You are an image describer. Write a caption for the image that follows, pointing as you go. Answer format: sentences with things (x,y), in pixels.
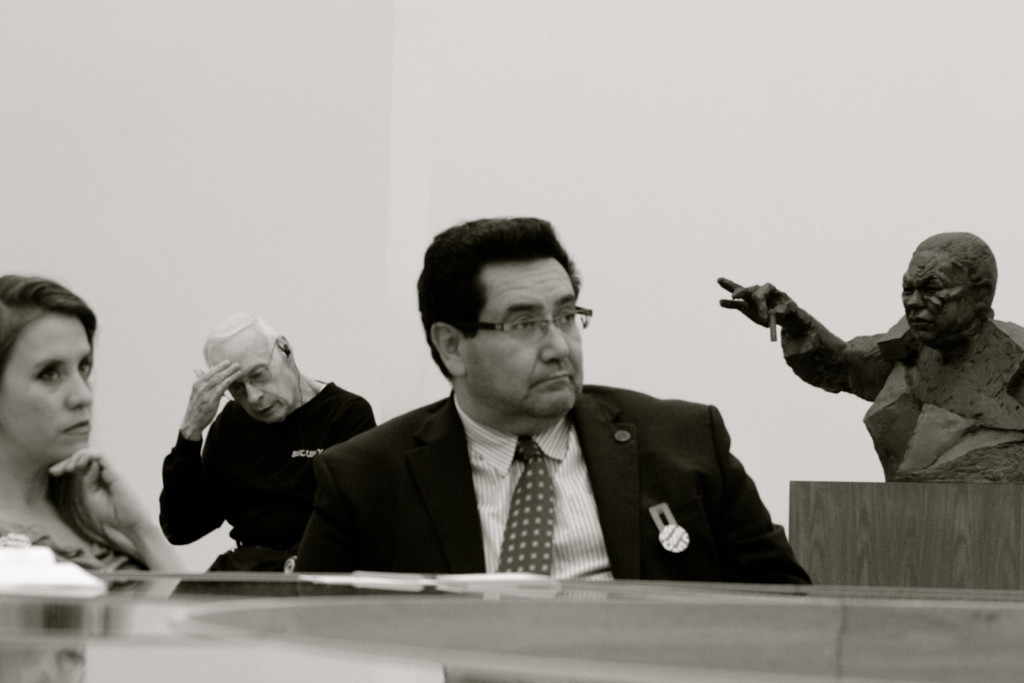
In the middle of an image (547,444) there is a man (596,511) sitting on the chair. He is wearing a tie (539,470), shirt (565,483) and coat (625,459). Behind him there is a man (306,458) sitting and left side of an image (132,519) there is a woman (122,527). Right side of an image (933,450) there is a statue (917,440).
